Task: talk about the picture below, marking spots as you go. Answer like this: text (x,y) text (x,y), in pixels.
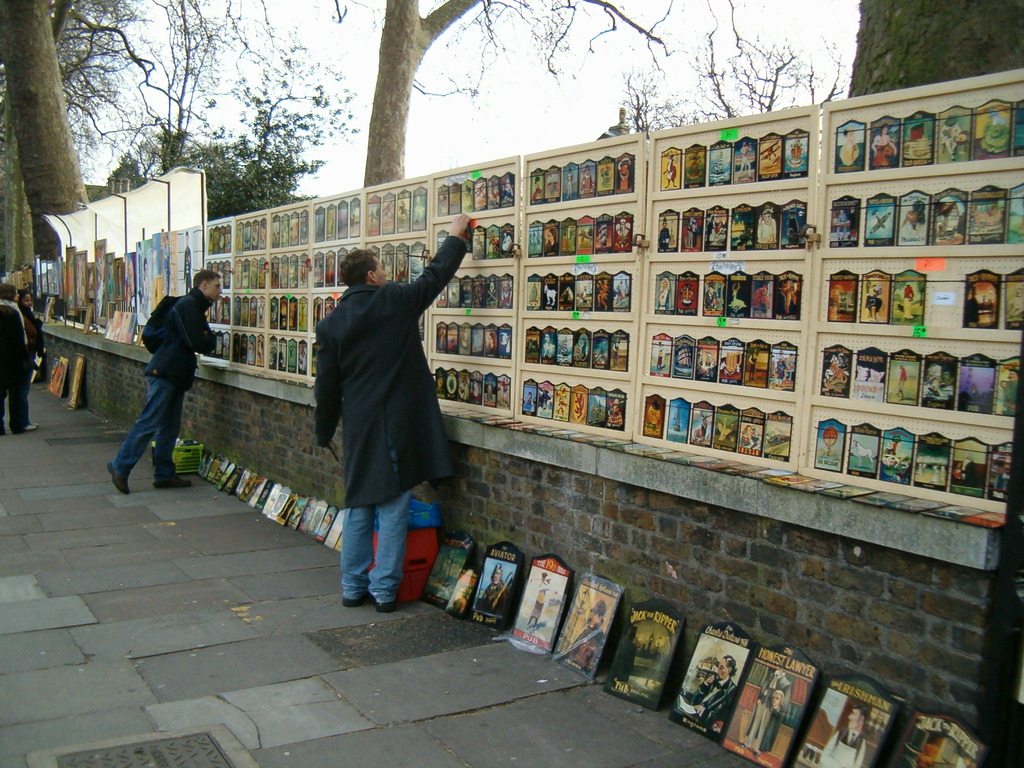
In the center of the image (491,373) we can see boards (587,346), wall (211,439), some persons (31,325), trees (59,181), building (115,190), rods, cloth (142,226). At the bottom of the image (304,702) there is a road (295,703). At the top of the image (331,27) we can see the sky (364,133).
